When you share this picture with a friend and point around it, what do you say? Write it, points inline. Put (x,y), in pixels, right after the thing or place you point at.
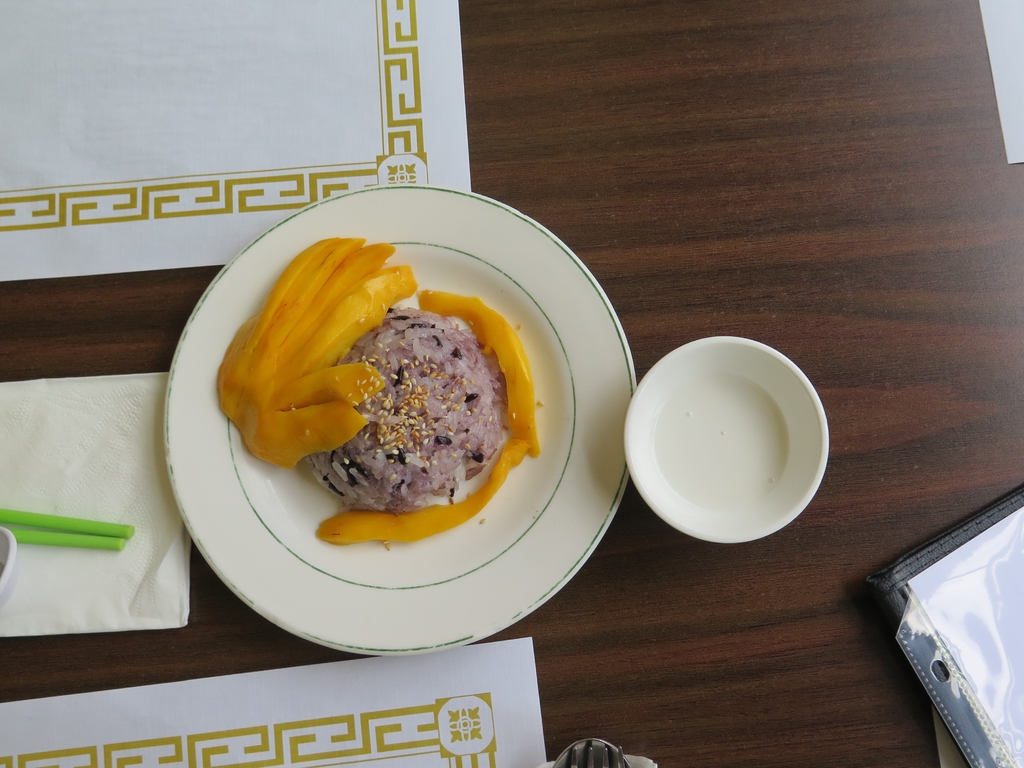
In this image we can see a food item (279,466) on the plate (502,490), beside here is the bowl (713,500) on the table (67,279), and some objects (55,480) on it.
